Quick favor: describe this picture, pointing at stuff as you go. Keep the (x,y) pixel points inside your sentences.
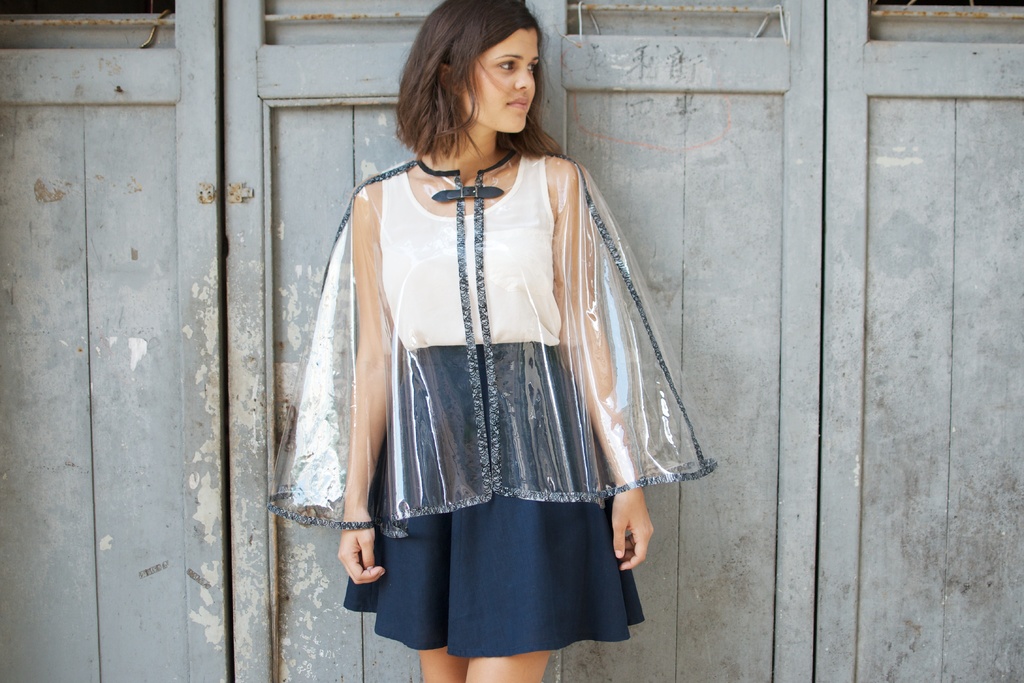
In the center of the picture (425,384) there is a woman (423,426) standing, behind her there are wooden doors (821,329).
